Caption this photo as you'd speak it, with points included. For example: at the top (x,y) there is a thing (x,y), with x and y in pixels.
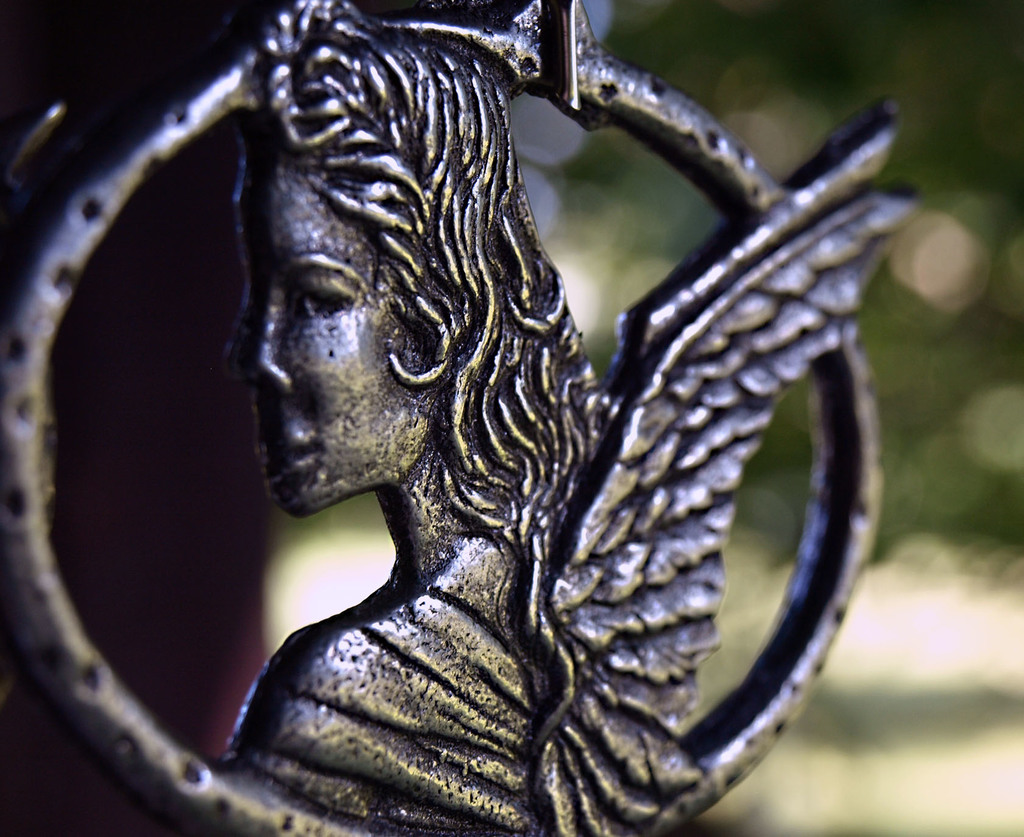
In this image we can see a statue (440,555).
